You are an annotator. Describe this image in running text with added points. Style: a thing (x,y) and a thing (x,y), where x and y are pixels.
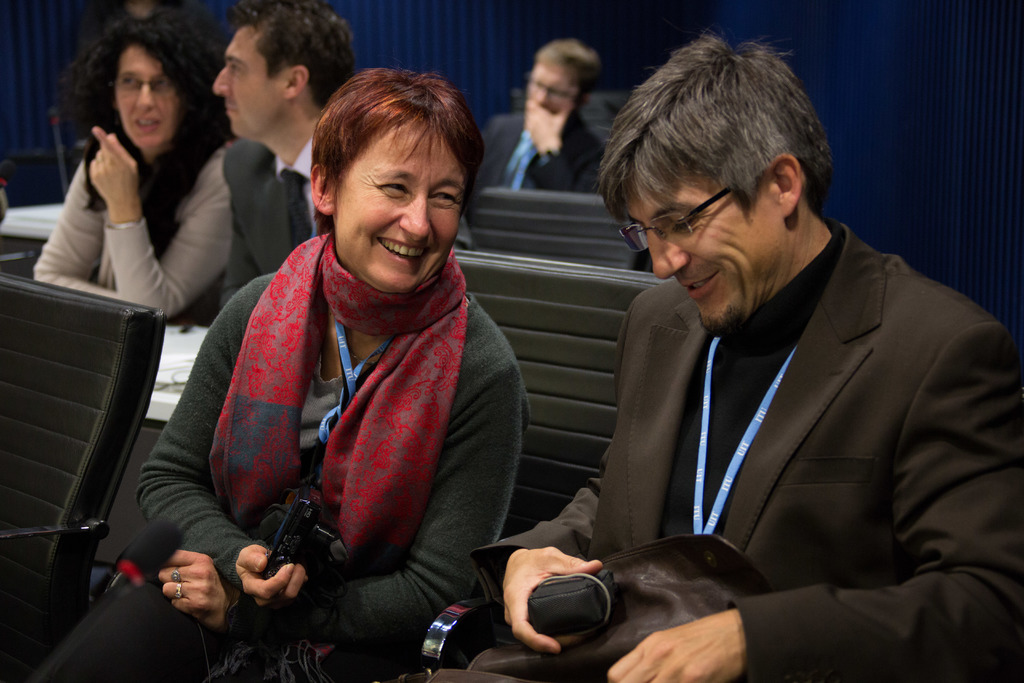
In this image there are two persons (736,361) sitting on the chairs (519,494) and smiling, a person (443,577) holding a camera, and in the background (194,118) there are 3 persons (205,106) sitting on the chairs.
